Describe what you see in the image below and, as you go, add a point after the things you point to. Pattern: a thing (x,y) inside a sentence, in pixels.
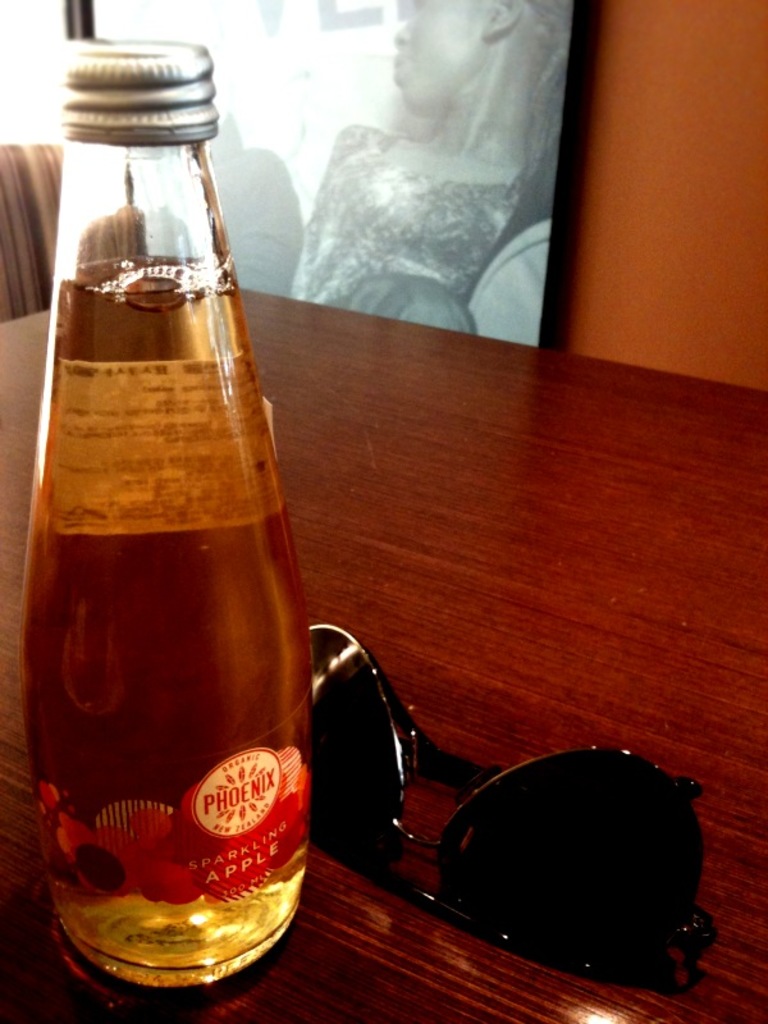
In this image there is a bottle (156,761) labelled as phoenix having drink (45,482) in it is placed on a table (532,1019) having goggles (613,879) on it. At the background (417,286) there is a picture frame (336,283) having person (417,272) is attached to the wall (625,201).
